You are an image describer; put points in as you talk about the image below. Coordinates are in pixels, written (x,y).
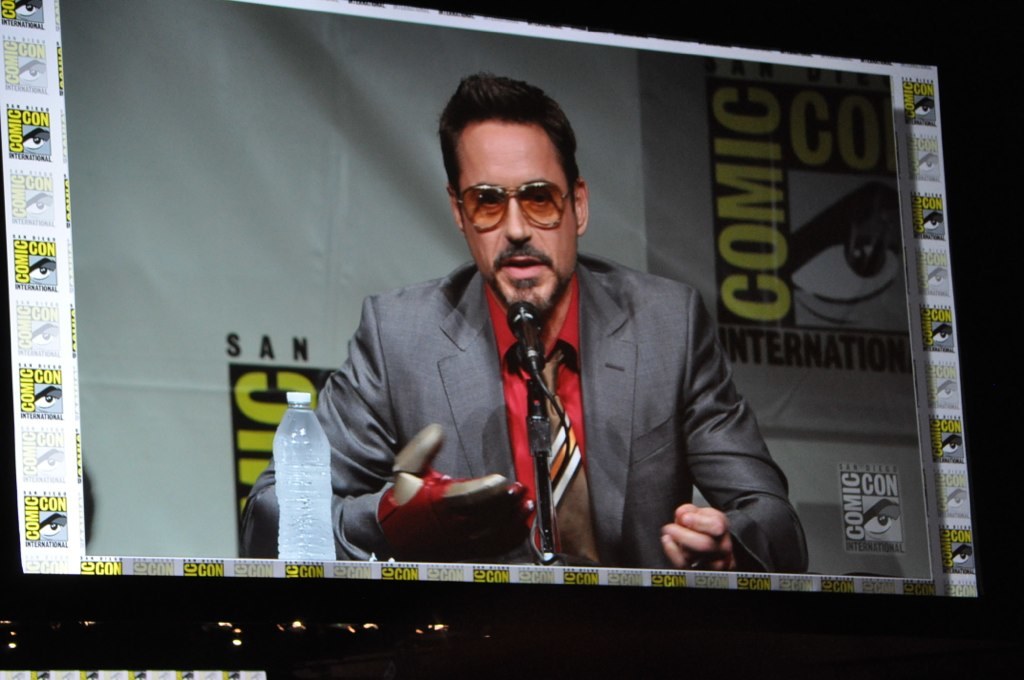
In this image I can see a man (561,303) is there, he is speaking in the microphone (540,423). He wore tie (559,438), shirt (575,404), coat (609,404). On the left side (310,475) there is a water bottle (325,459).
